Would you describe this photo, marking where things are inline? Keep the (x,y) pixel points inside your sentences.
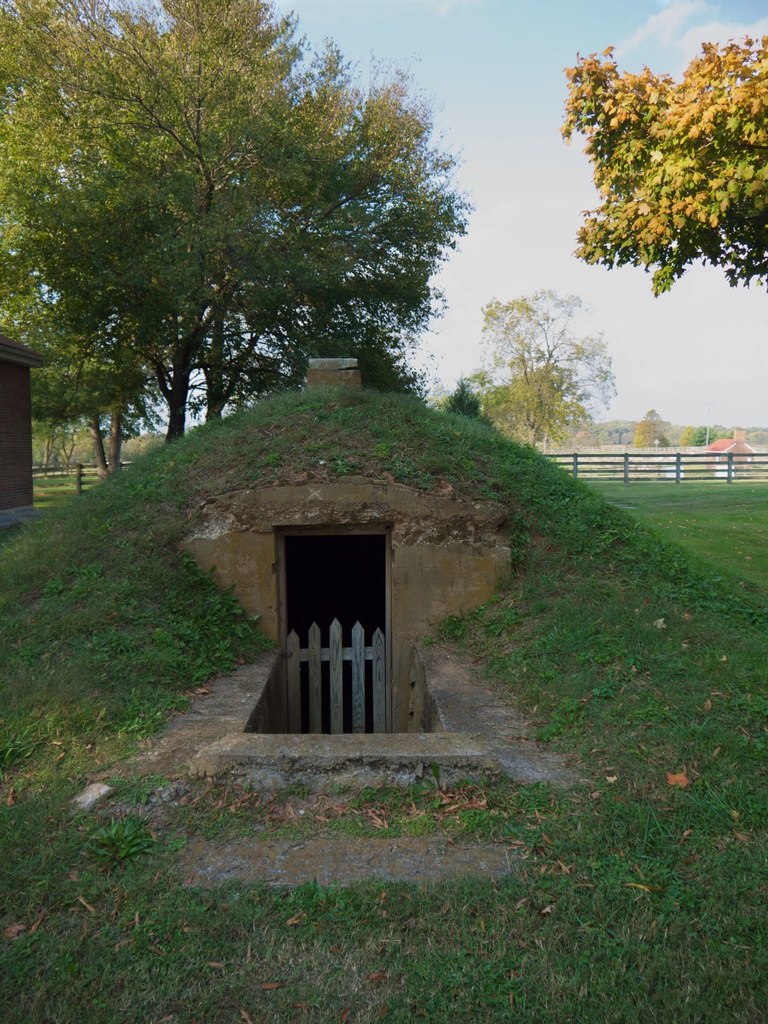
In the center of the image (297,576), we can see a cave (335,594) and there is a gate (378,664). In the background (336,344), there are sheds (2,388), trees (567,381) and there is a fence (659,455). At the top (553,41), there are clouds (547,222) in the sky (543,146).
